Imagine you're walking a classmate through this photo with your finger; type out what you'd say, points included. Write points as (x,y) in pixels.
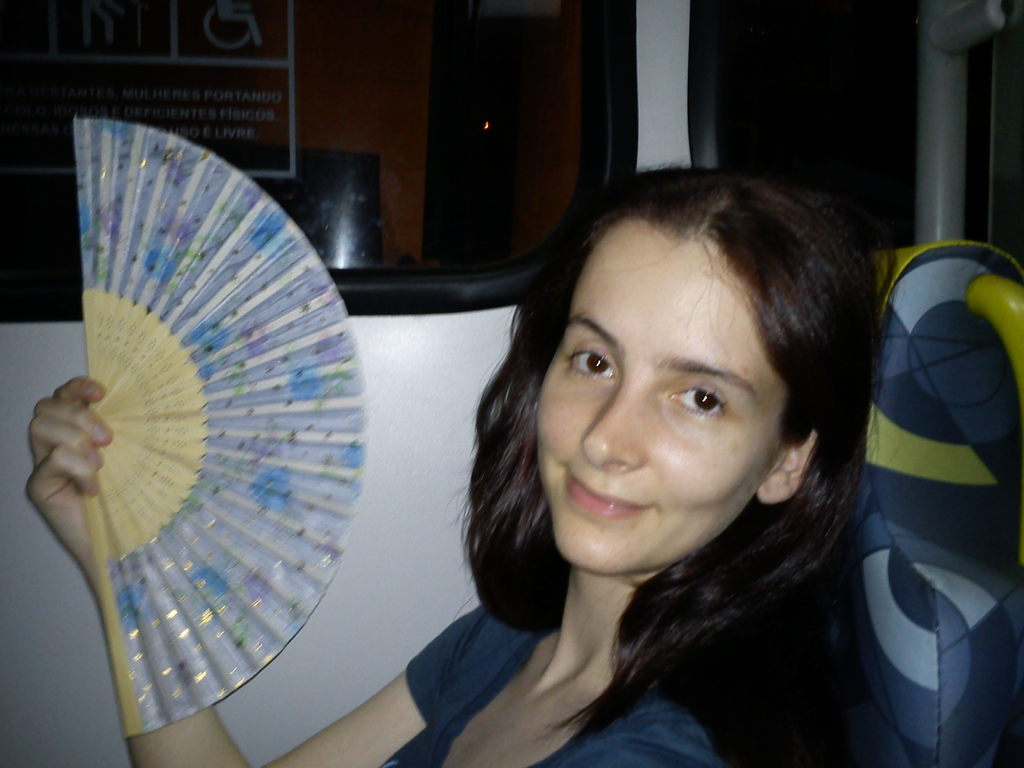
In this picture there is a woman (618,540) who is holding the paper fan (183,415) and she is sitting on the seat (961,718). At the top (549,95) I can see the window (389,49) of the train (379,128). In the back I can see the wall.
